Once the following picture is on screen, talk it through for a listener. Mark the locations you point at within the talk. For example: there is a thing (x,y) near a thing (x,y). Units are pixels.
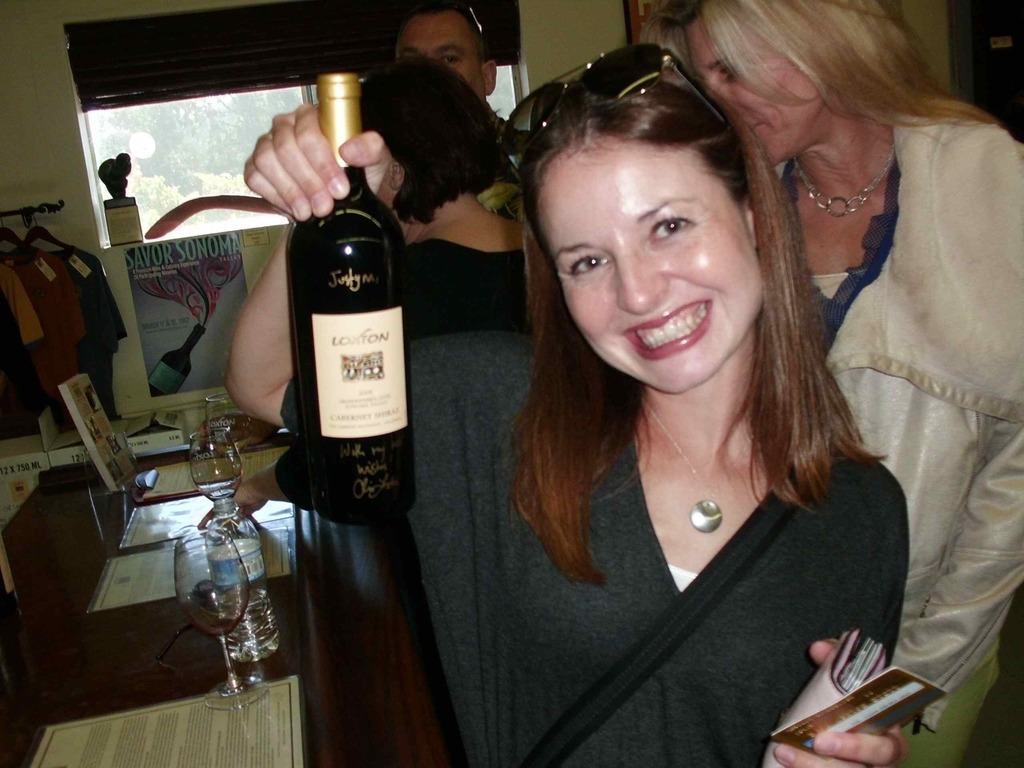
In this picture there is a woman (726,290) standing is holding some objects (891,712) in her left hand (898,740) holding a wine bottle (337,144) in her right hand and the some other people (442,158) Standing and they have a table (11,678) in front of them with the water bottle (236,526) and some wine glasses (228,493) over it and there is a menu card (143,737).
